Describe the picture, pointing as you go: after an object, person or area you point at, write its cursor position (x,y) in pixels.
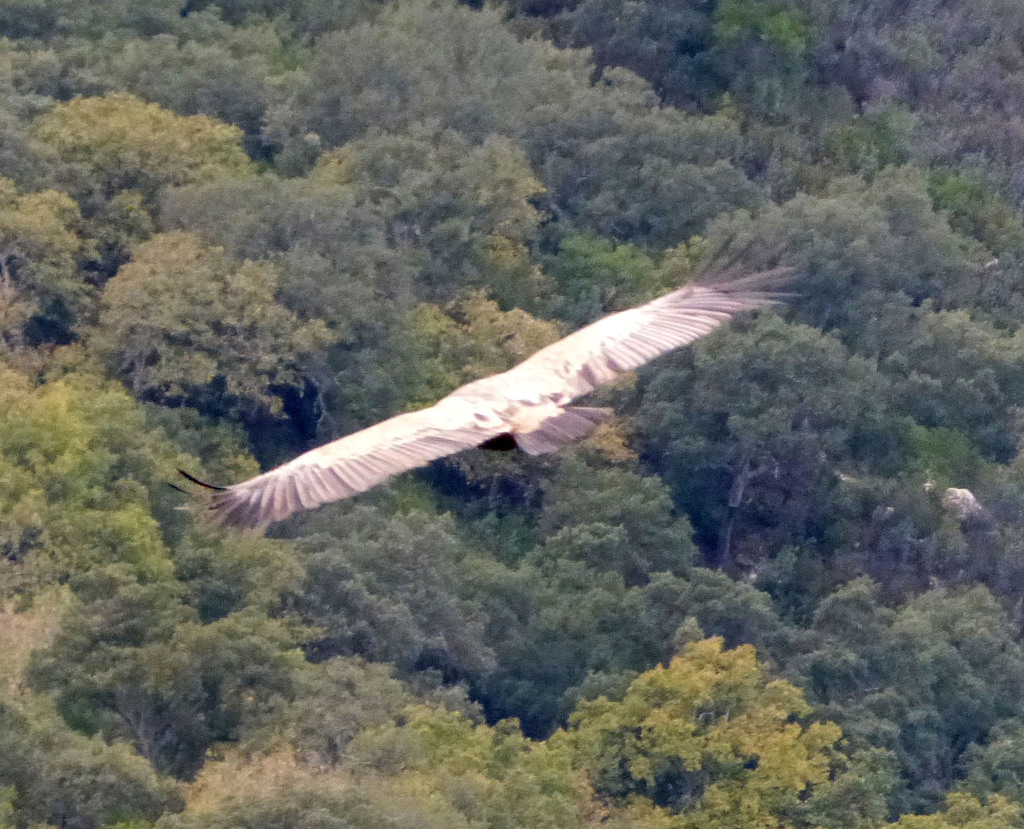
In this picture we can see a bird (715,299) flying in the air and in the background (218,172) we can see trees (751,92).
